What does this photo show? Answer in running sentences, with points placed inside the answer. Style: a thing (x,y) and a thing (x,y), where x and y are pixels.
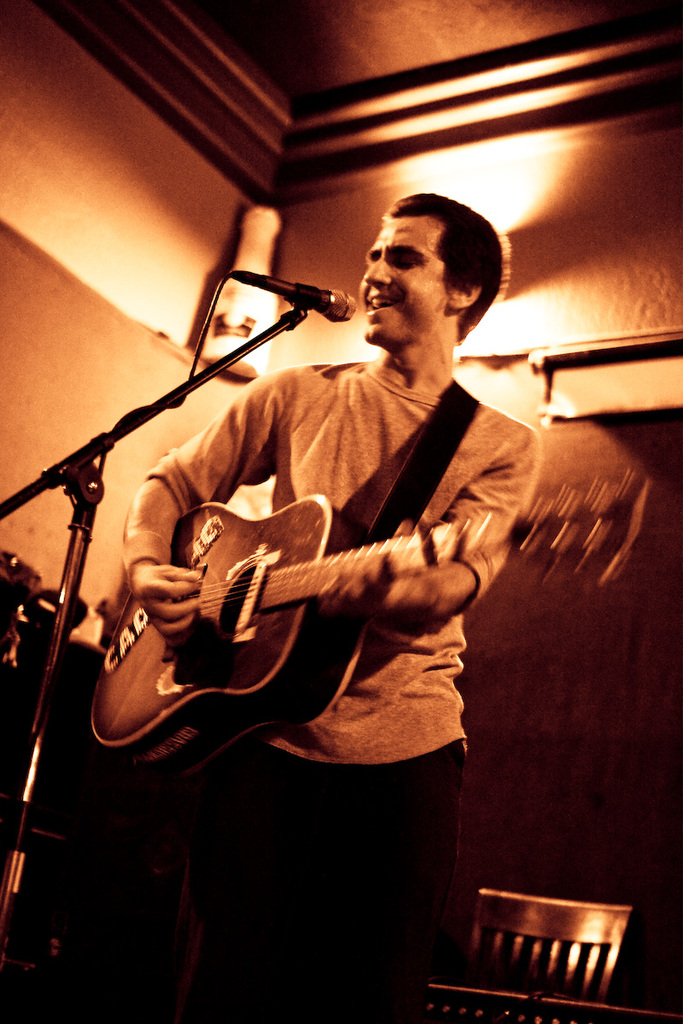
In this image we can see a person (304,403) holding a guitar (247,690) and playing it. There is a mic (325,302) in front of him. In the background (201,365) we can see lights (485,178) and wall (163,208).
